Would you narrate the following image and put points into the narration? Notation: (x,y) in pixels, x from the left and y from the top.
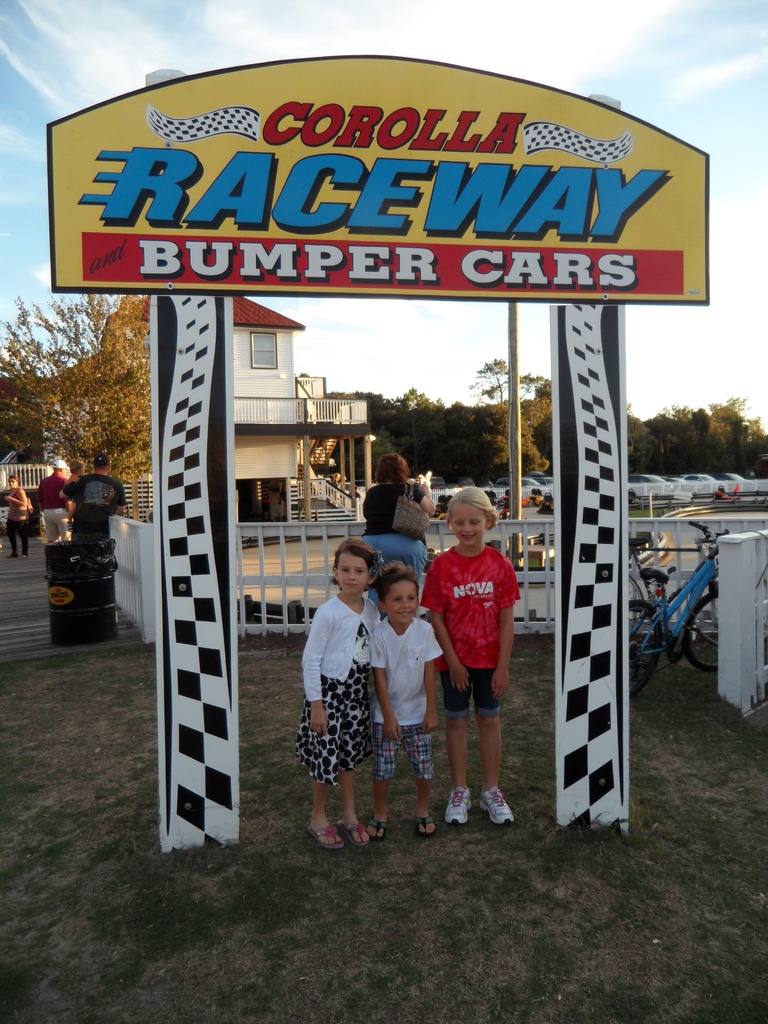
In this image there are sand (299,951) and grass (330,917). There are people (418,726). There is an arch (578,661). There is a dustbin (71,595) on the left side (62,601). There is a cycle (692,575) on the right side (632,621). There is a house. There are trees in the background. The cars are parked. There is a sky (495,356).
